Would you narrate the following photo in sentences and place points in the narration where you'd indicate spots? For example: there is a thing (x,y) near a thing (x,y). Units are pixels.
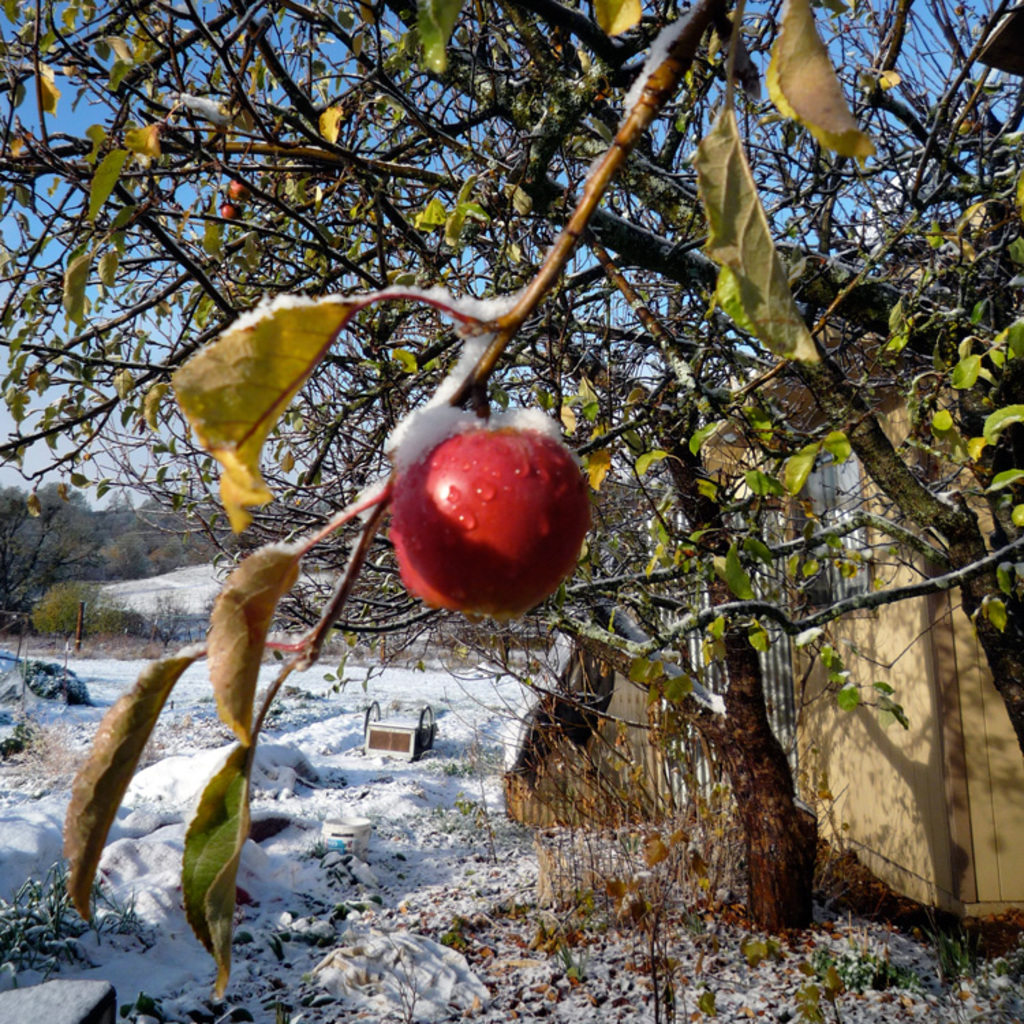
In this image in the foreground (400,519) there is one apple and trees (850,142), and in the background (680,515) there is a house (862,633), trees (560,602), mountains (150,610), poles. And at the bottom (304,902) there is snow (744,959) and some dry leaves (714,963).
